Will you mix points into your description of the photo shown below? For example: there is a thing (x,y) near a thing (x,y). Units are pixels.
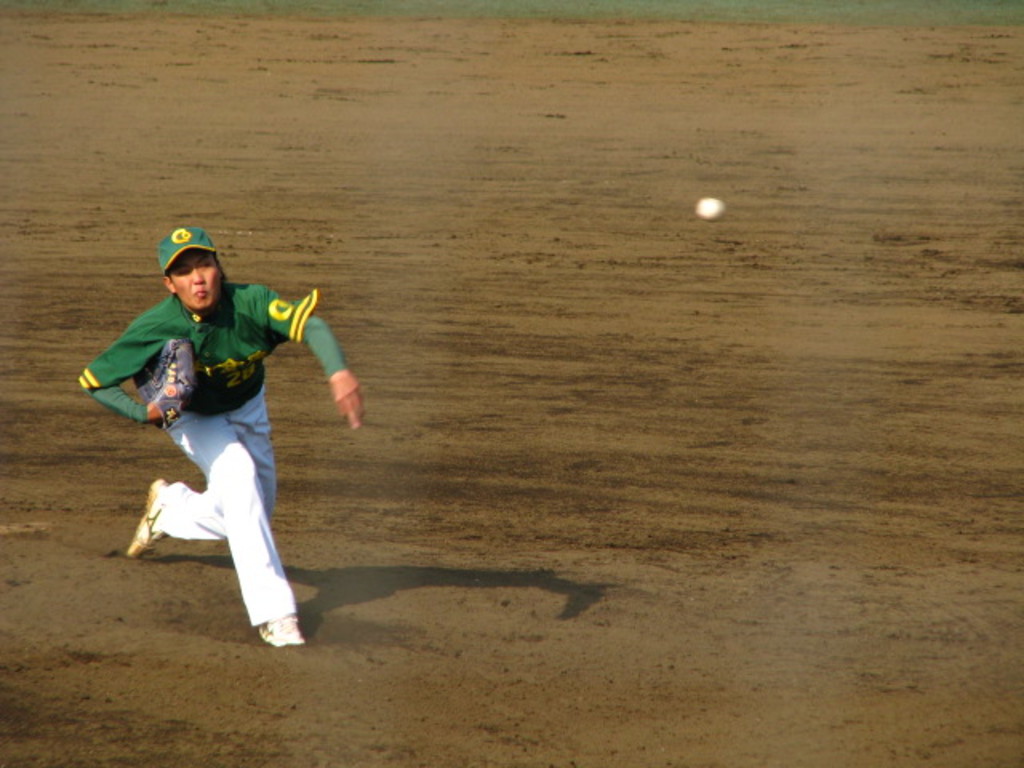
In this picture we can see a person (119,401) wearing gloves (172,414) and running on the ground (633,241), we can see one ball (710,204).
